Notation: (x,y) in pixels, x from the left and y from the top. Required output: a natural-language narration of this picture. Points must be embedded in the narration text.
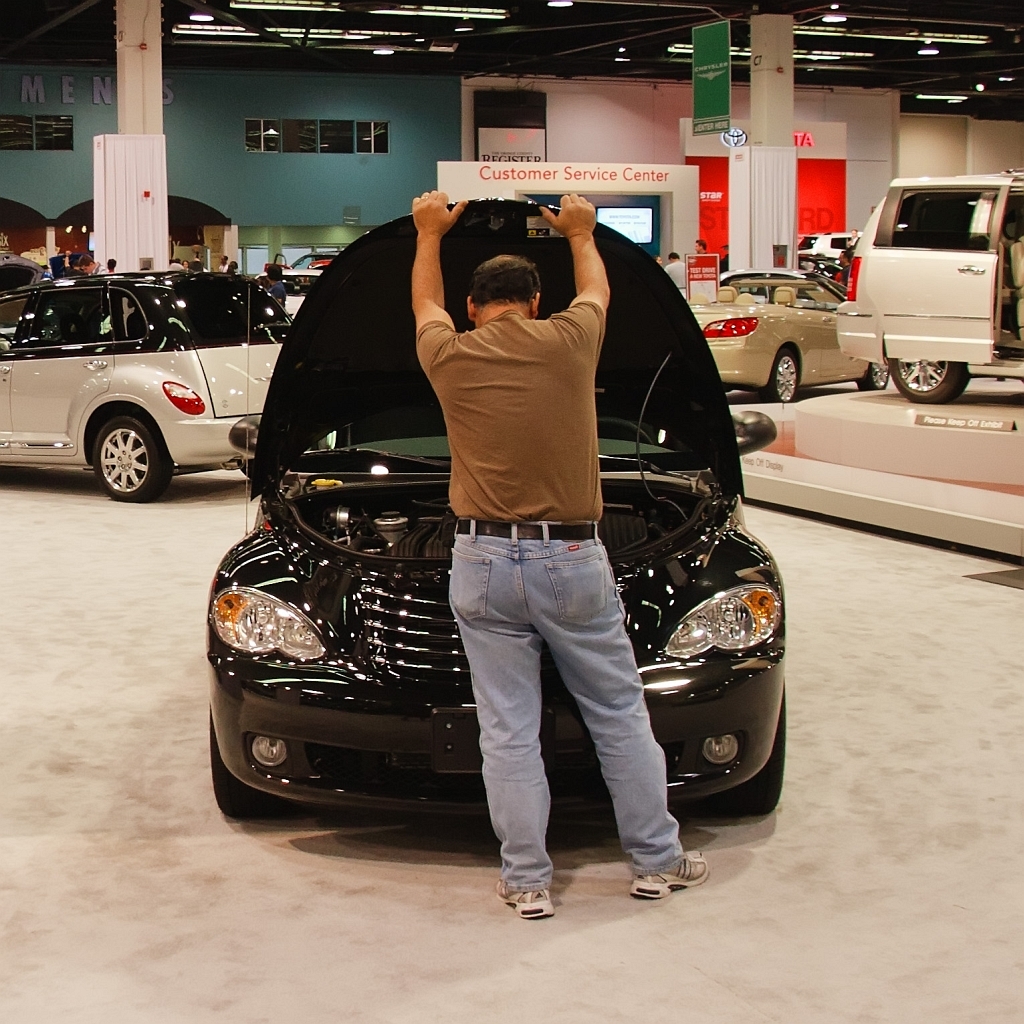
In this image we can see some cars (623,339) in a shed (336,65), a person (501,541) is holding a car hood (619,244), there are some lights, and a screen (644,225), we can see a board (519,107) and a poster (721,44), there are few pillars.
